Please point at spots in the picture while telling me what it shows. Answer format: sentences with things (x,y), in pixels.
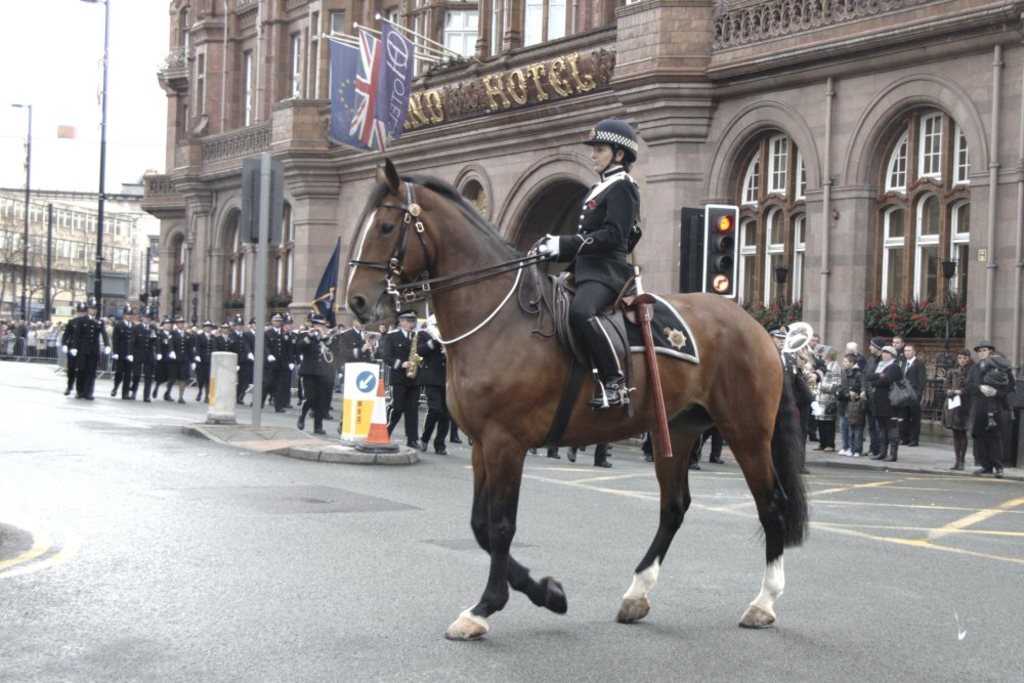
There are group of people (210,346) walking. This is a pole (265,161) with a board (245,203). These are the flags (396,77) hanging. This is the horse (529,437) and here is a person (602,294) riding the horse (545,324). This is the traffic signals (697,273). This is a building (805,106).
